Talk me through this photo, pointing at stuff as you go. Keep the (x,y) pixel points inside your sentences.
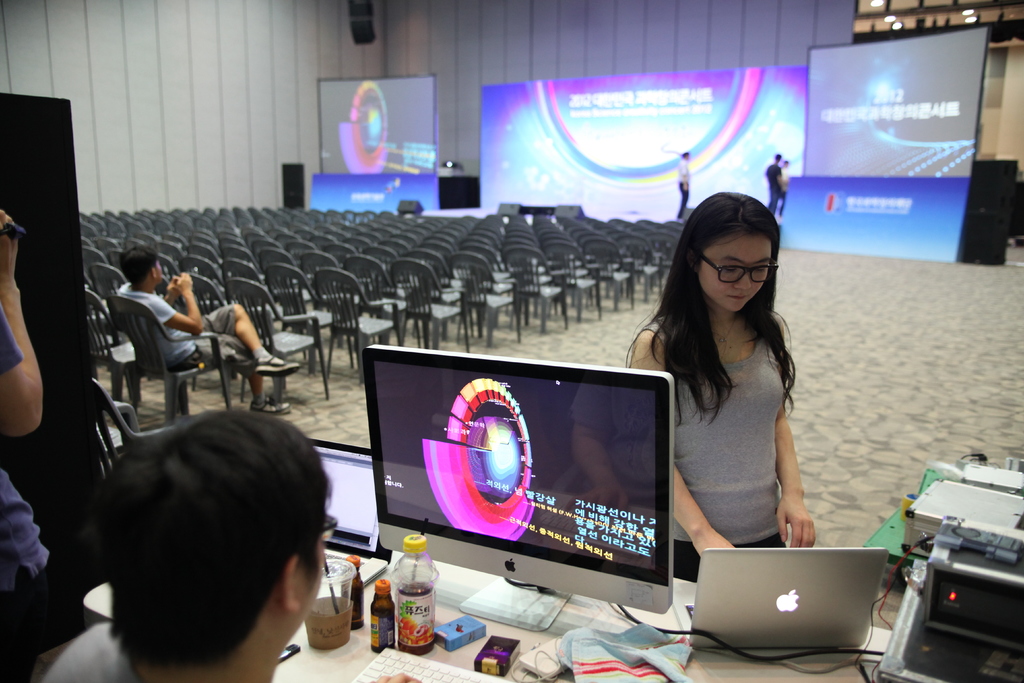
In this image in the front (283,457) there are persons (149,524). In the center (515,396) there is a table (703,657) and on the table (740,661) there are laptops (362,472), there is a monitor (487,491), there are bottles (387,587), wires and there is a keyboard (451,674), there is a glass (325,609) and there is a woman (759,374) standing. In the background (432,250) there are empty chairs (208,295) and there is a person (178,318) sitting on the chair (140,312) and there are screens (623,149) with some text (422,159) displaying.
